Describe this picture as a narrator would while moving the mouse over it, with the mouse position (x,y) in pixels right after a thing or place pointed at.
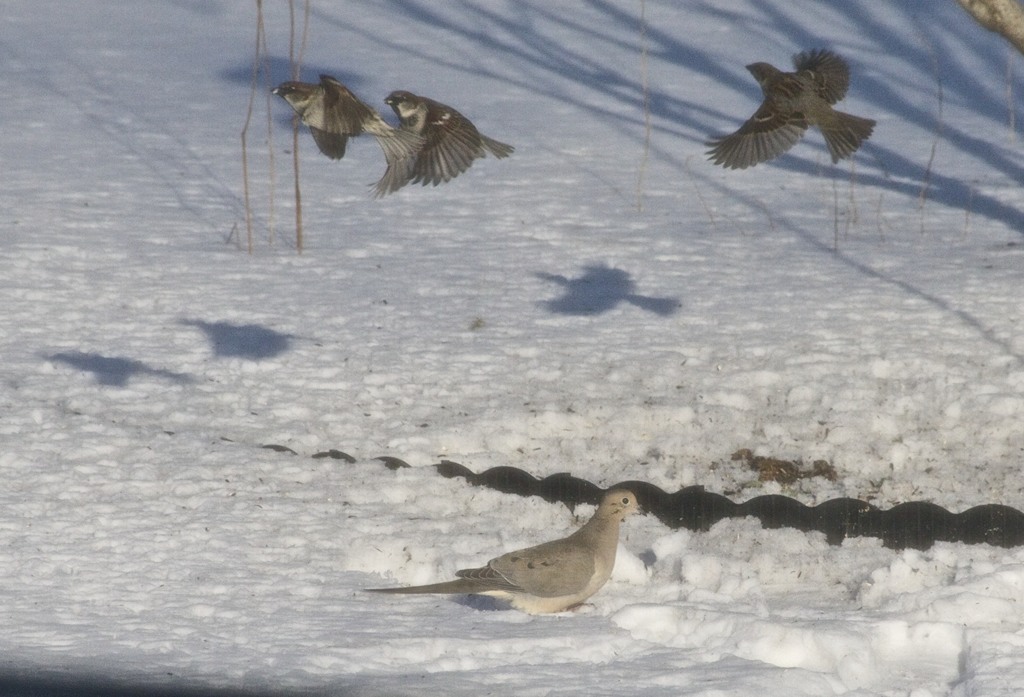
In the image on the ground (244,327) there is snow (296,311) and there is a bird (490,570) standing on the snow (271,286). There are three birds (411,145) flying in the air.
